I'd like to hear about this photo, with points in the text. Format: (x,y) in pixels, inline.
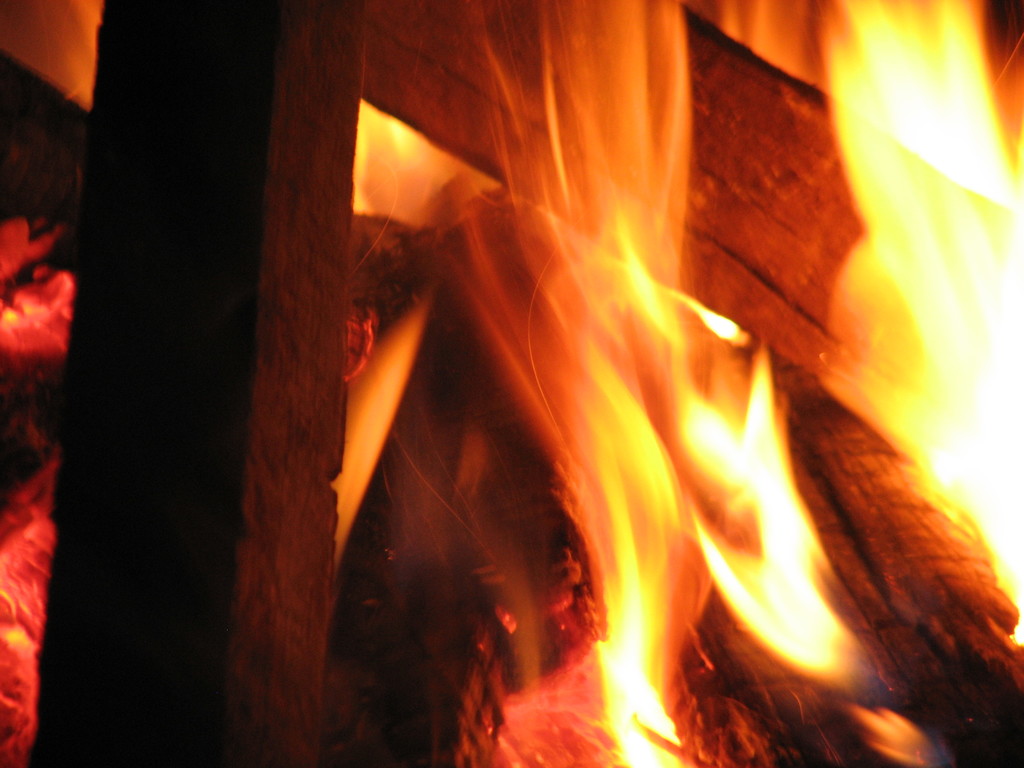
In the image there are wooden pieces (760,241) with fire (666,423).
